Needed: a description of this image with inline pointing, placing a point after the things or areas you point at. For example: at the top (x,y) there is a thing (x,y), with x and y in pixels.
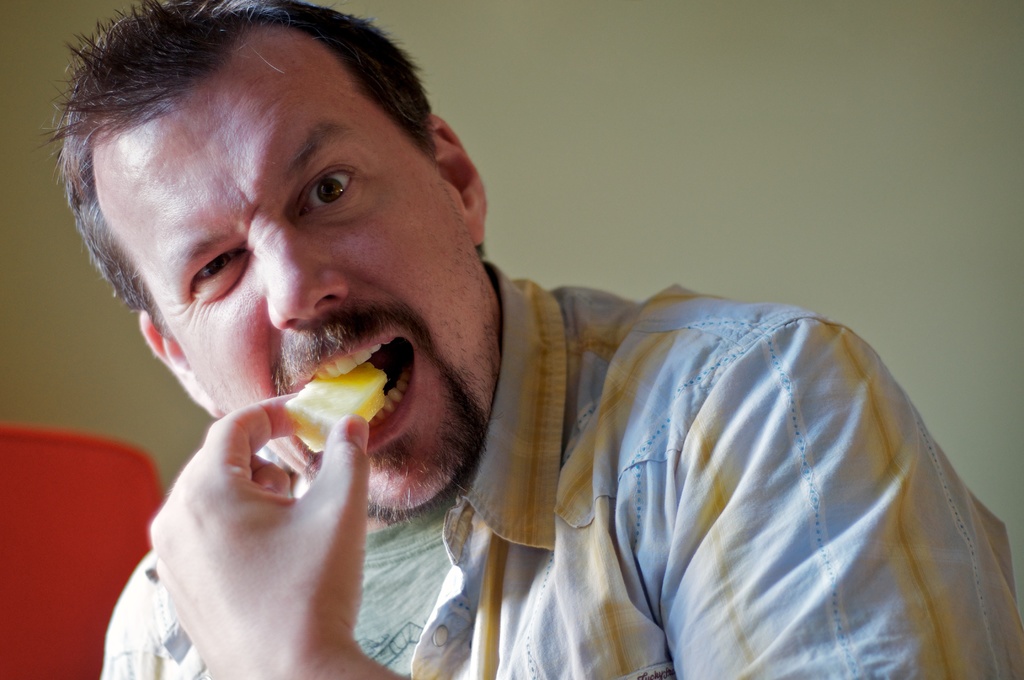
A person (518,372) is eating a food (355,381). Background (943,203) we can see a wall (940,181).
